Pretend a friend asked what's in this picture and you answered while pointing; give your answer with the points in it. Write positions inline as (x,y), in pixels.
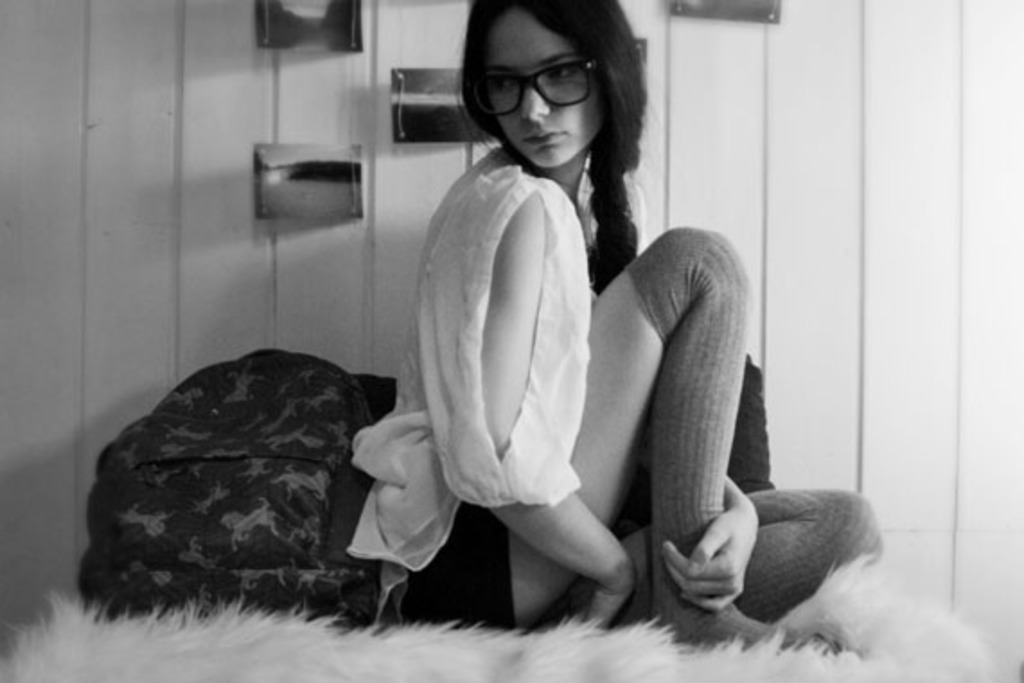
In this image I can see a woman (627,388) is sitting on an object (486,652). The woman (523,174) is wearing spectacles (567,90). Here I can see an object (234,453). In the background (198,200) I can see a wall (139,149) which has some objects (344,195) attached to it. This picture is black and white in color.
